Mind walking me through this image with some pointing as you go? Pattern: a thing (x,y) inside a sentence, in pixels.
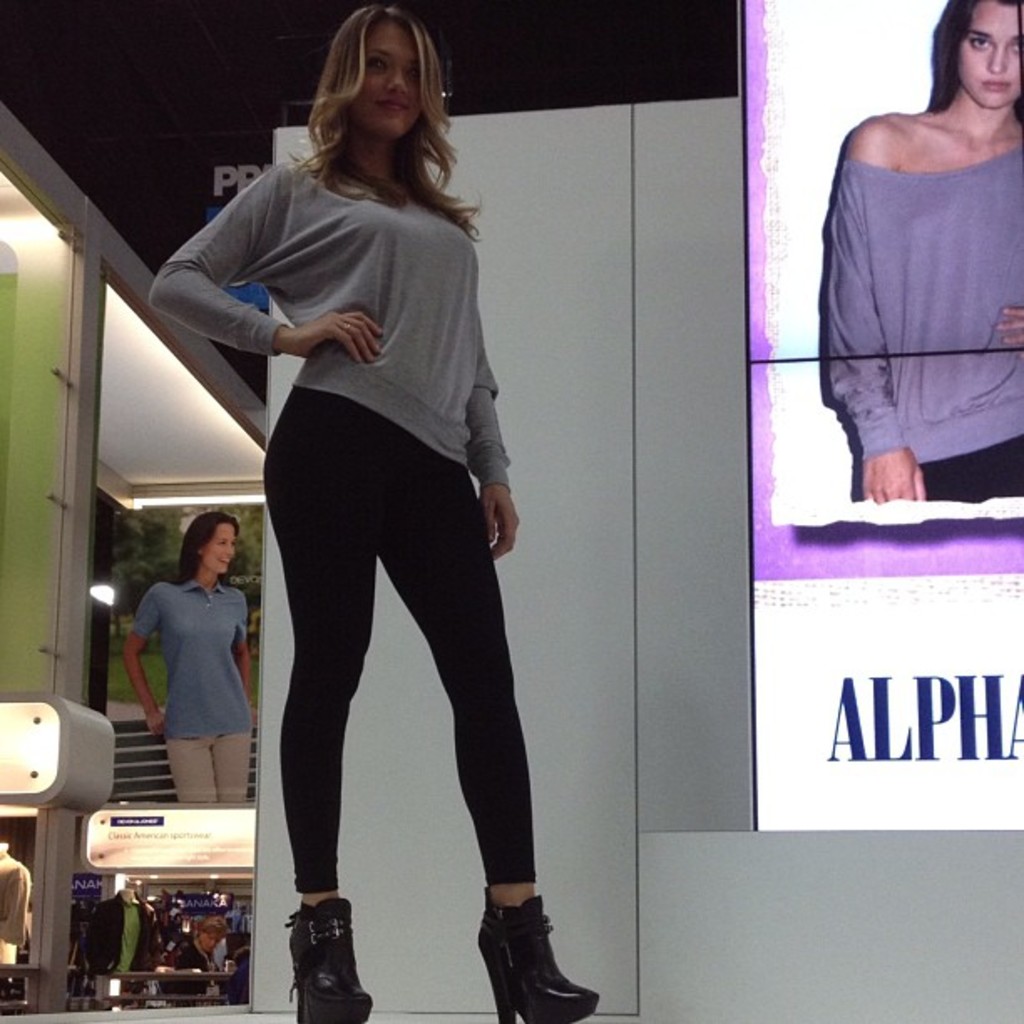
In this image there is a person (393,302) standing, there is a board (680,547) behind the person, there is text (882,724) on the board (910,720), there is a person (890,429) on the board (900,685), there is a text (882,720) truncated towards the right of the image (858,697), there is a person (937,276) truncated towards the right of the image (915,199), there is a board (62,763) truncated towards the left of the image (60,751), there is an object (21,923) truncated towards the left of the image (10,889), there is a person (193,956) sitting, there are objects (135,909).
